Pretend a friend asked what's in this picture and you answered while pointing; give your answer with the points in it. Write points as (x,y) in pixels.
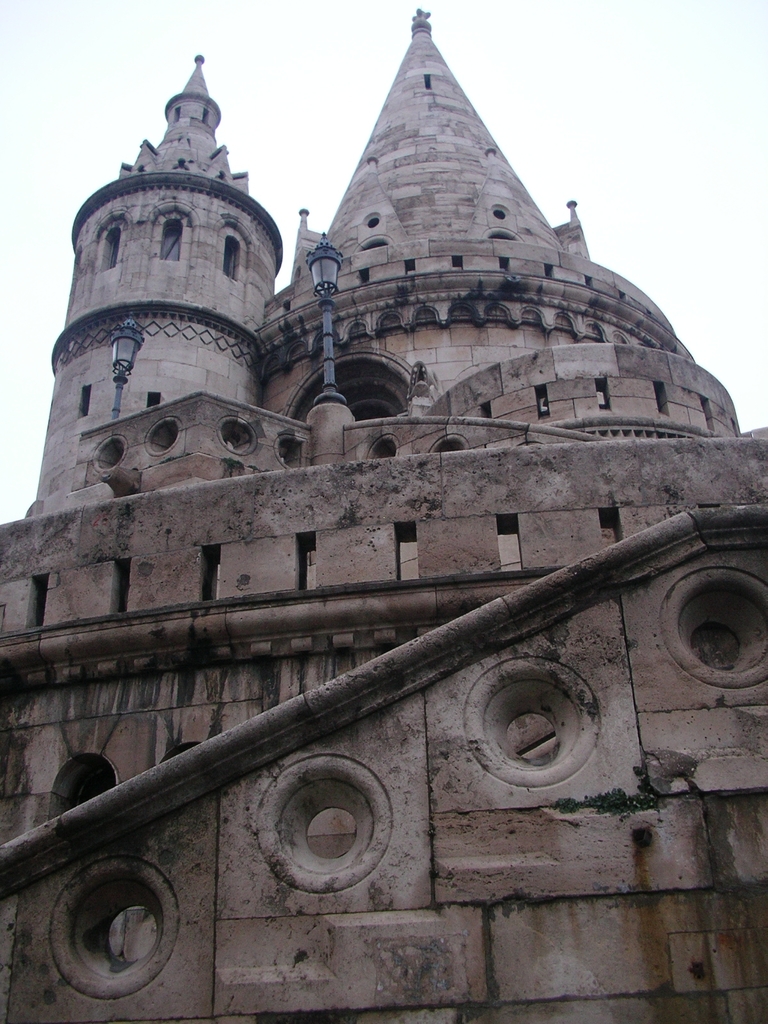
In this image I can see a building (203,423) in brown color, I can also see a light pole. Background (732,334) the sky (304,157) is in white color.
